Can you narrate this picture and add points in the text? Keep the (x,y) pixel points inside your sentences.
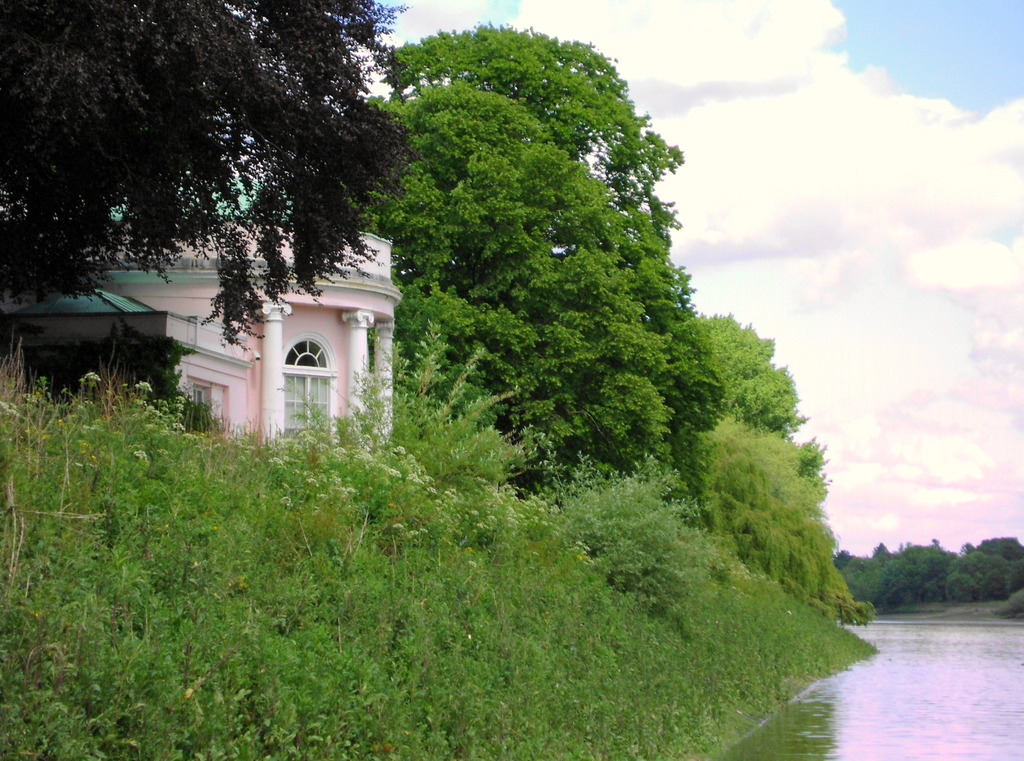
In the right bottom of the picture (888,692), we see water (902,691). On the left side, there are trees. Behind that, we see a building (200,349) in pink color. There are trees (753,453) in the background (456,314). At the top of the picture (834,94), we see the sky (867,187) and the clouds (759,155).
